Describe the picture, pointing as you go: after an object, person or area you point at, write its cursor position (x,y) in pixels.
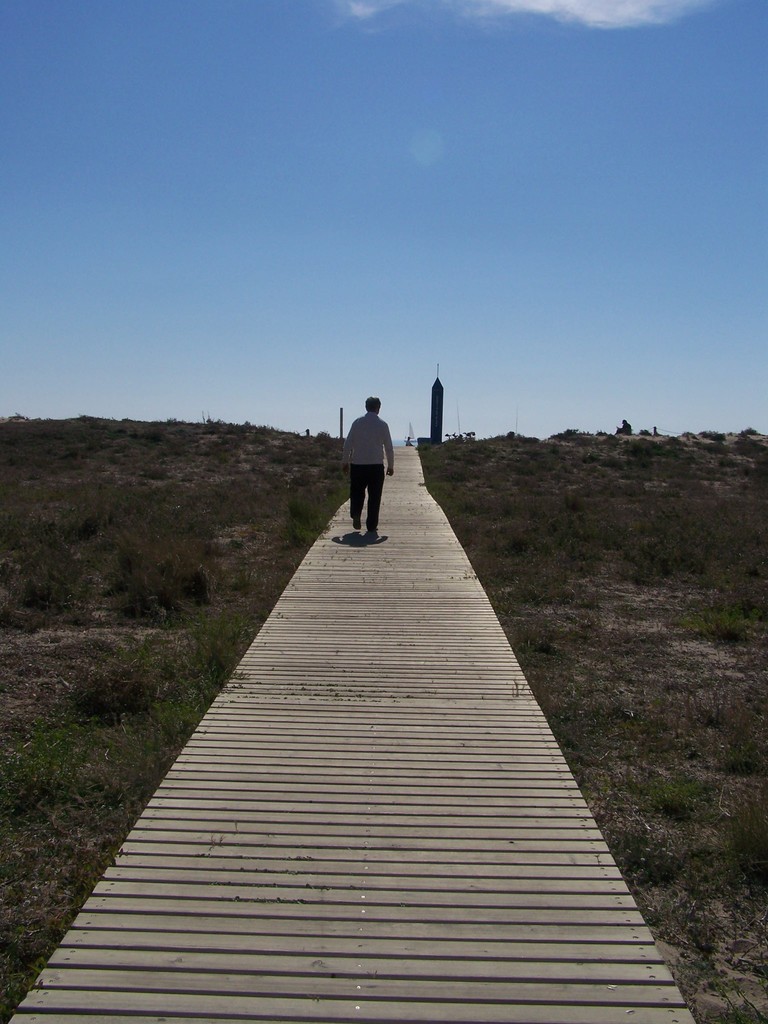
In this image we can see a person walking on the path (281,615), there is a tower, pole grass (543,576), also we can see the sky (342,341).
